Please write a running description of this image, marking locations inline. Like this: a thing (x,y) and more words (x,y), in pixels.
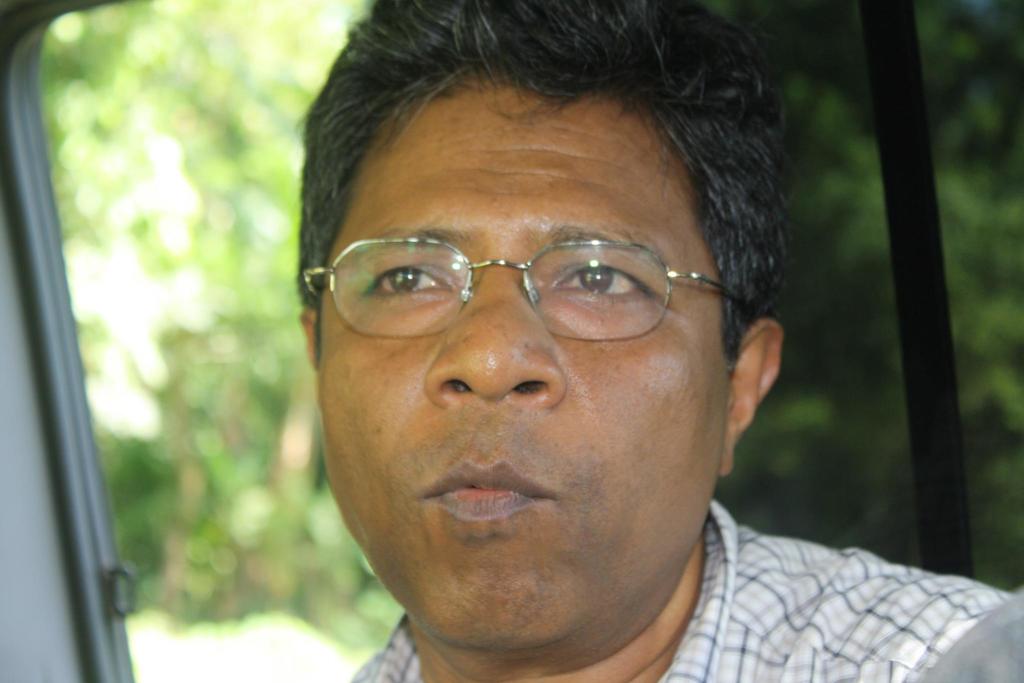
In this picture there is a man (483,325) who is wearing shirt (825,632) and spectacle (547,279). He is sitting inside the car (957,482). Back side of him we can see the window (850,409). Through the window (240,381) we can see many trees (190,349) and plants (284,496).
